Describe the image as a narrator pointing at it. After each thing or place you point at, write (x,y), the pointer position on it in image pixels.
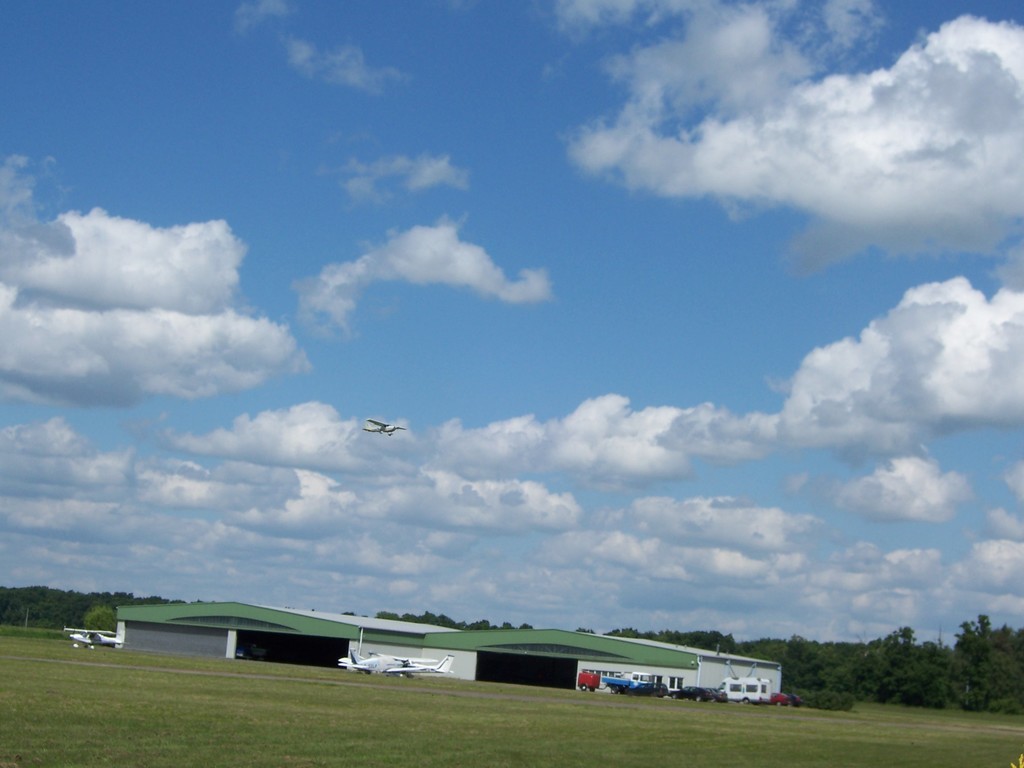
In this picture there are aircrafts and there are vehicles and there is a building (562,669). At the back (947,671) there are trees (889,684). At the top (290,56) there is sky (555,456) and there are clouds (633,531) and there is an aircraft (389,435) in the sky (540,463). At the bottom (923,747) there is grass (244,669).
